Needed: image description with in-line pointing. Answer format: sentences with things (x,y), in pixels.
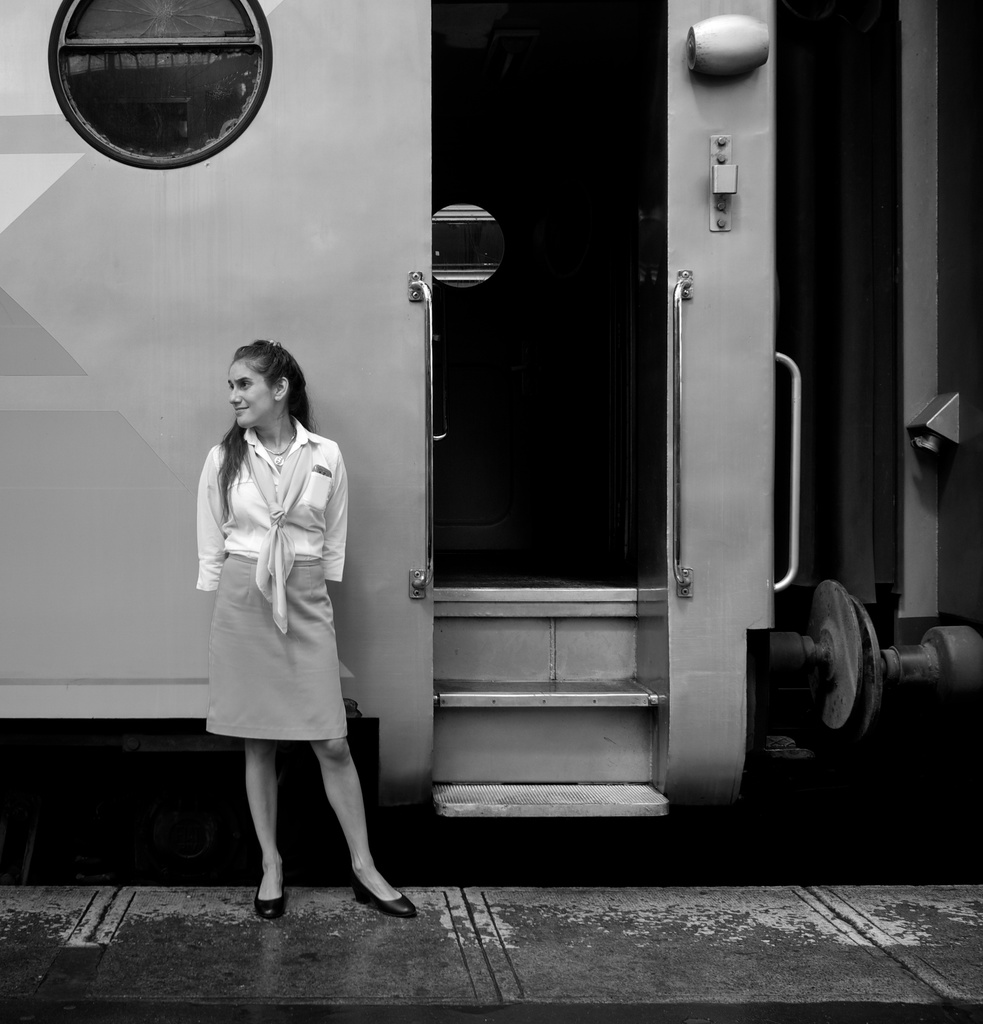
This is a black and white image. Here I can see a woman (281,622) standing on the platform (324,916) and smiling by looking at the left side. At the back of her there is a train (516,297).
